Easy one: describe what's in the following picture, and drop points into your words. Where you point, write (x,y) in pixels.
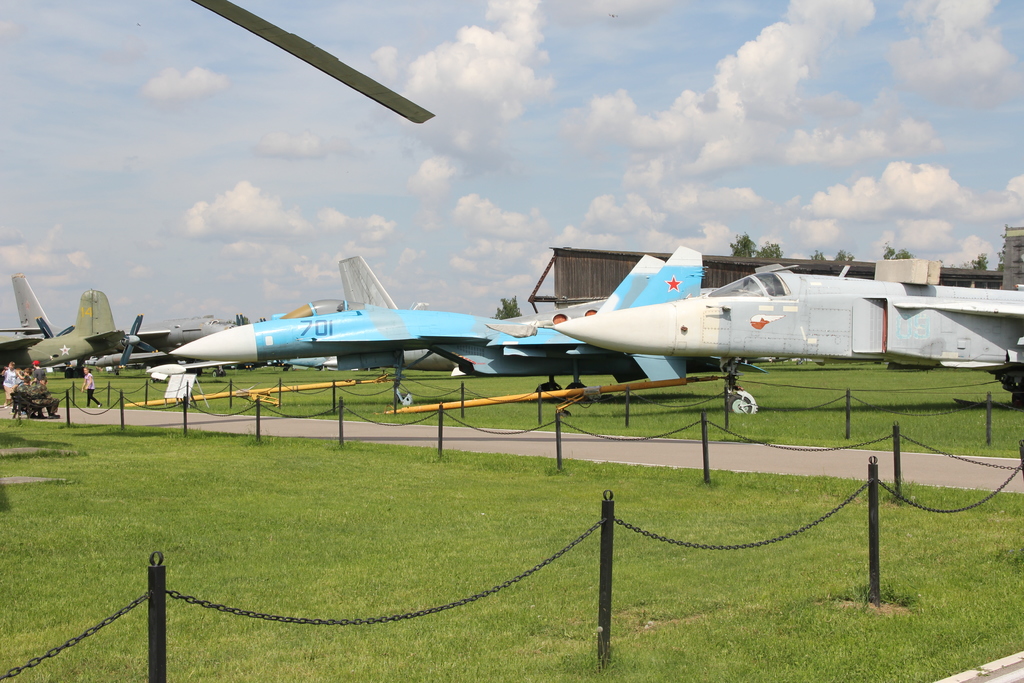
This image consists of planes (56,364) parked on the ground (983,453). At the top (451,29), there are clouds (607,128) in the sky (588,182). At the bottom (748,633), there is grass (545,625) on the ground (433,483). And we can see a fencing (151,622) along with the chains (444,607). On the left (17,384), there are few persons (51,397) walking on the road (97,415).
